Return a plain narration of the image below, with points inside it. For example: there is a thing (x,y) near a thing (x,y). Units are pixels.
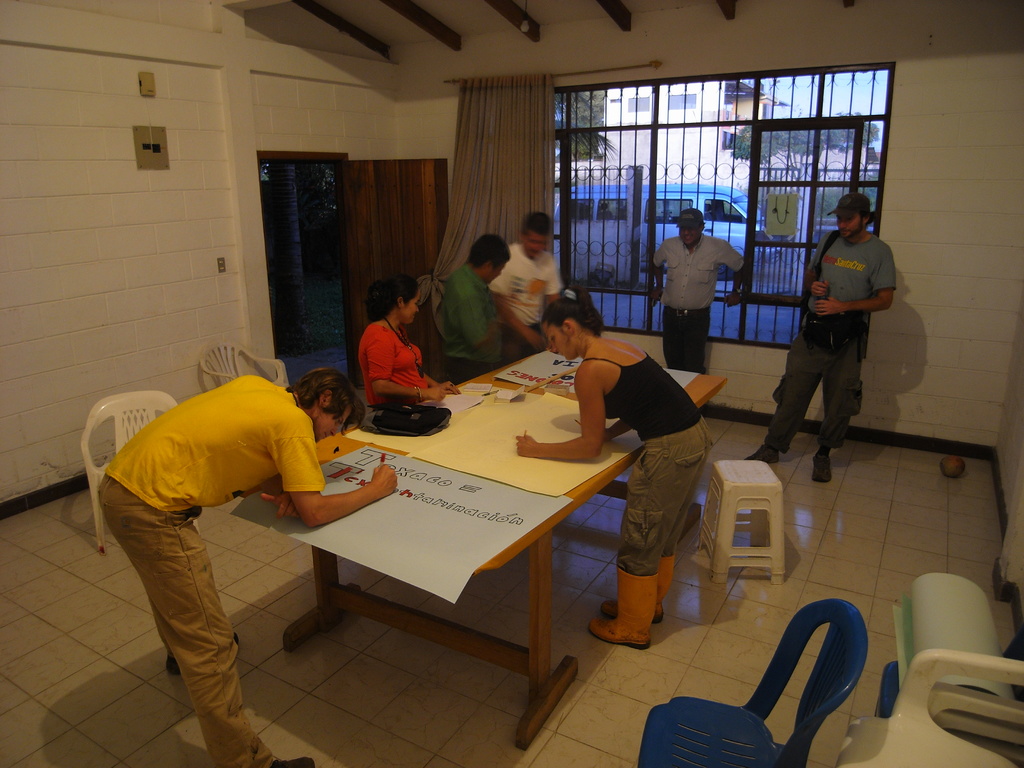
As we can see in the image the people (499,243) are gathered in a room (493,601). Few people (243,429) are drawing and writing in a charts (454,502) and others (689,289) are standing near the window (632,229) and the walls (56,252) in the room (59,264) are in white colour. The floor (68,510) is of tiles (85,690), there are chairs (239,362), stools (729,521), a ball (944,474) at the corner. The women (650,501) here is wearing a orange boots (649,606), the door (388,231) is of wooden, the curtain (478,153) is of grey colour and outside near the window (620,211) there is a car (693,199) standing on the road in front of the car (741,215) there is a white building (675,129). Beside the building (680,141) there are trees (784,148).
